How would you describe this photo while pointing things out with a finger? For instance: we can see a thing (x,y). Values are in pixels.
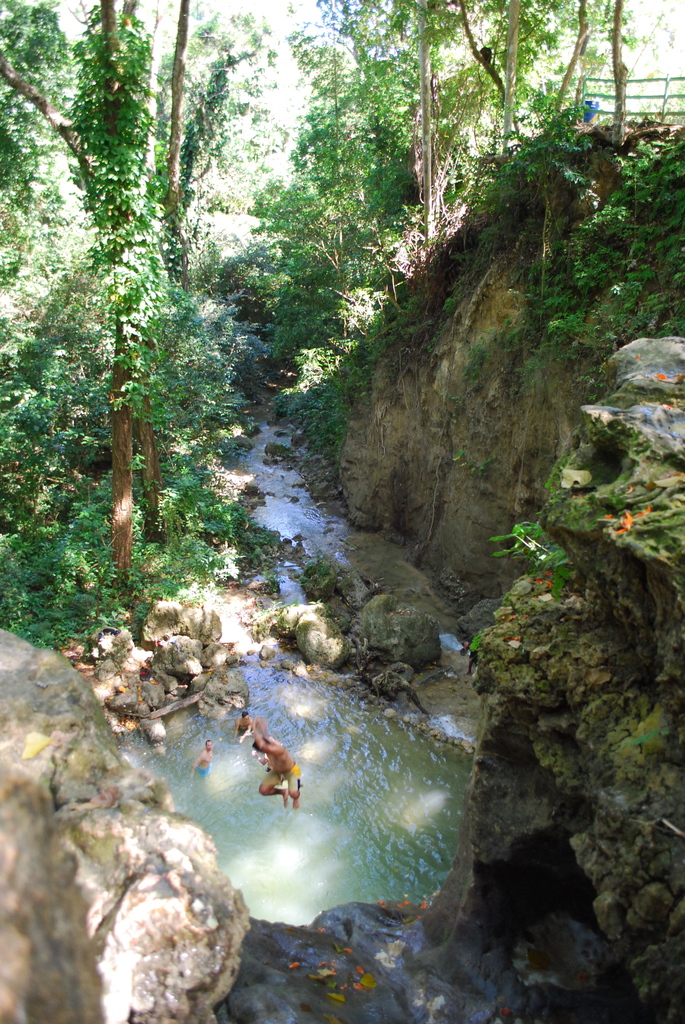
In this picture we can see there are two people (203,760) in the water (225,726) and another person (279,764) is jumping. Behind the people (272,754) there are rocks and trees (28,315). In front of the people (243,719), it looks like a waterfall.
